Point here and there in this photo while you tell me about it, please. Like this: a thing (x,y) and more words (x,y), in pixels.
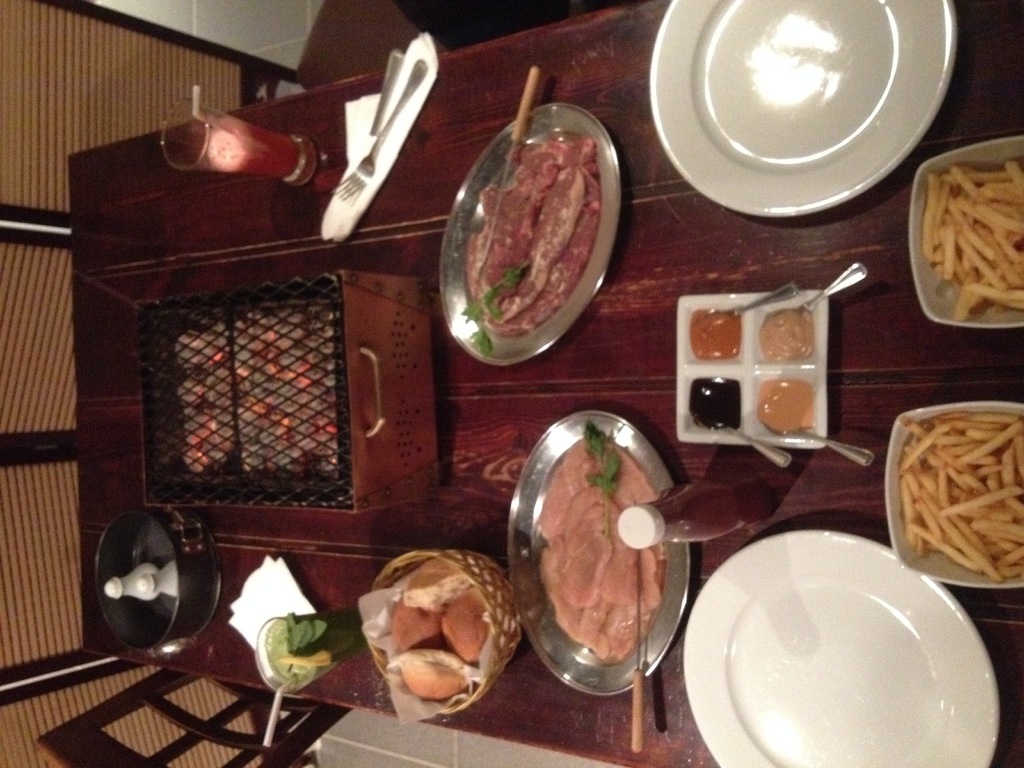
In this image we can able to see few food items (463,610) on the table (464,720), there is a heater (273,427) on it, we can see two glasses (317,650), forks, four spoons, sauce bottle (681,506), and plates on the table (351,523).
